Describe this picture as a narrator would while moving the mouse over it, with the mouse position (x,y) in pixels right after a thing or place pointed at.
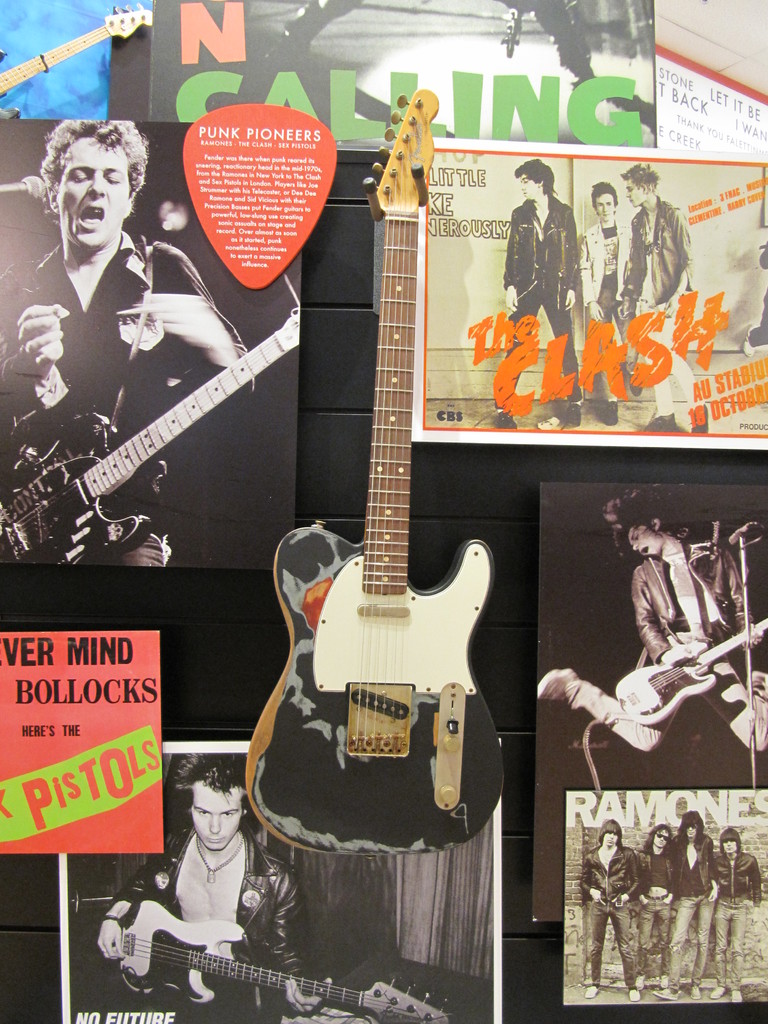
There is a guitar (385,568). On the background (689,317) there are different posters (162,184). On this poster (124,292) a person (114,275) is singing holding guitar (113,469). Here four persons (620,892) are standing.
